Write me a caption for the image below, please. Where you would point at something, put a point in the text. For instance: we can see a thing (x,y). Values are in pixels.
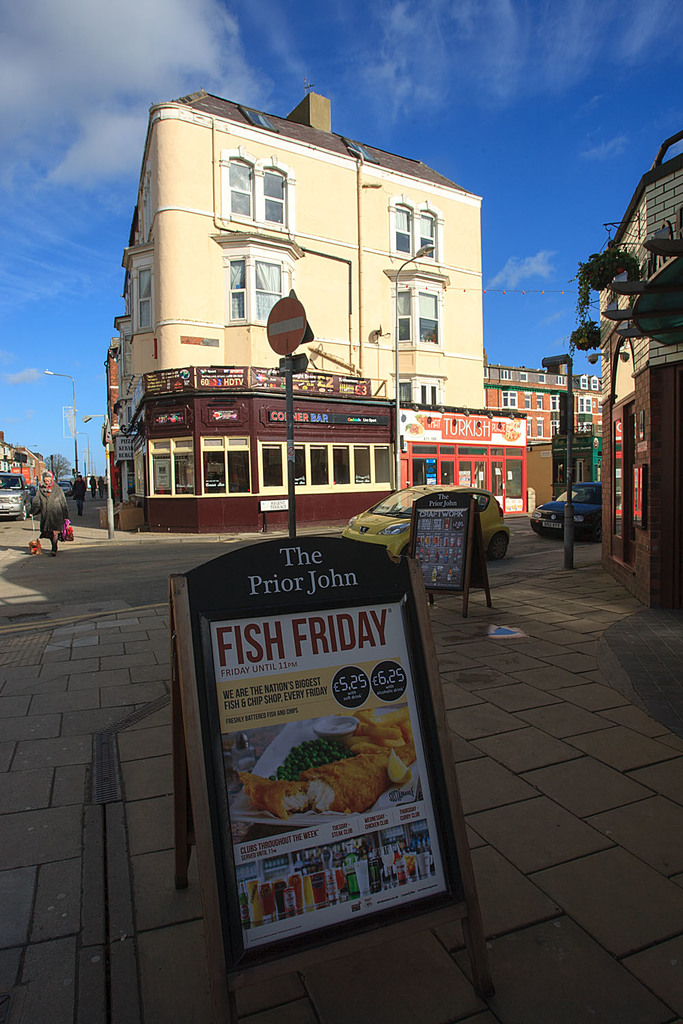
This image is clicked outside. There are buildings (351,355) in the middle (356,355). There is sky (240,79) at the top (146,105). There is a car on the left side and middle. There is a person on the left side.
